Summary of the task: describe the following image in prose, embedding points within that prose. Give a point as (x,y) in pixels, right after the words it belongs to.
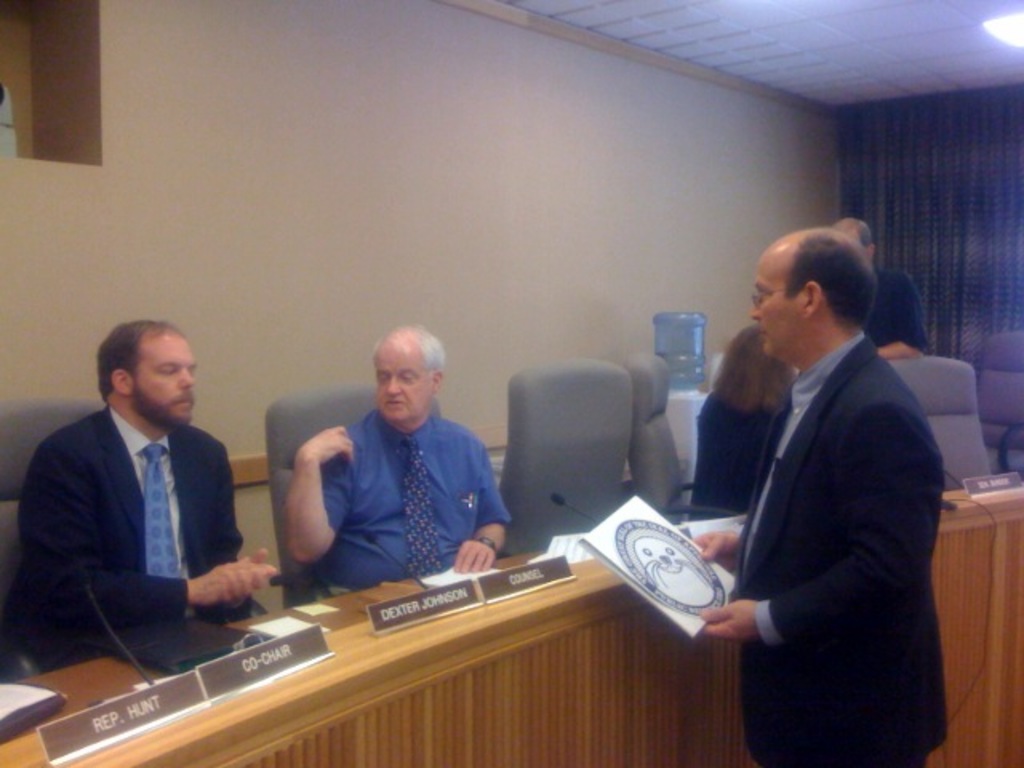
In this image in the front (823,504) there is a person (836,568) standing and holding a book (641,569) in his hand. In the center (417,474) there are persons (438,468) sitting and there are empty chairs (509,454) and on the table (418,638) there are boards (279,654) with some text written on it and there are mics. In the background (401,169) there is a wall (552,169) and in front of the wall (688,242) there is a water cooler (685,370) and there is a curtain (960,212) and on the top (1007,17) there is a light (1007,17).
